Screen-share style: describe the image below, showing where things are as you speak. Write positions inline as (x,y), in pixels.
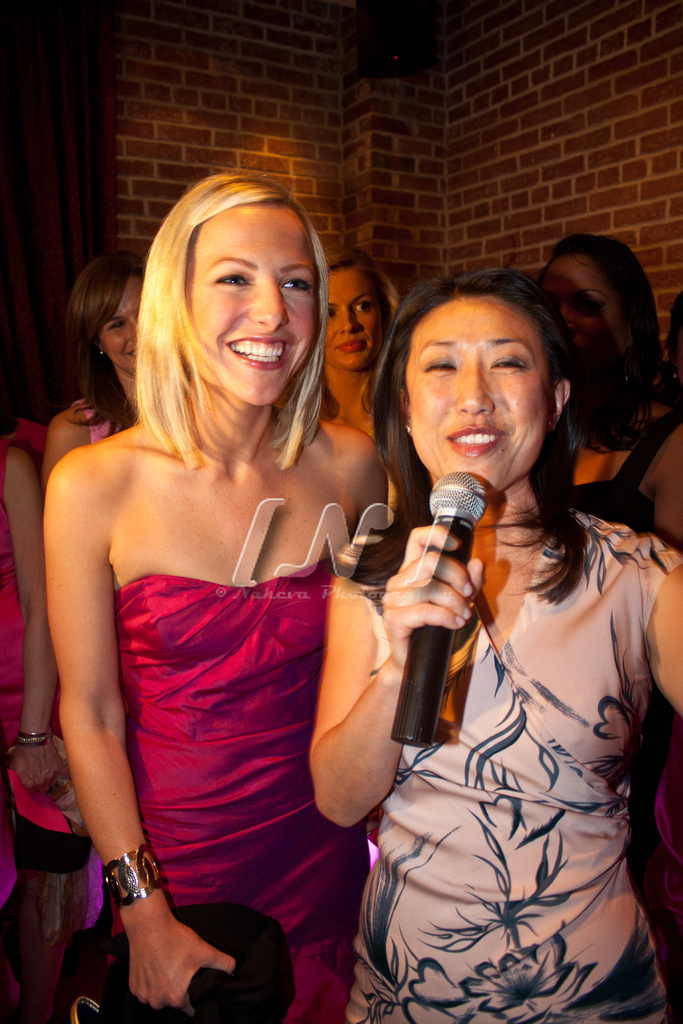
There is a woman (569,527) standing, she is holding a microphone (465,482) and she is talking. There is a another woman (236,732) at the left side (215,236) and she is smiling. In the background (87,296) there are three women (351,251) who are standing. There is brick wall (509,94) in background (519,112).
